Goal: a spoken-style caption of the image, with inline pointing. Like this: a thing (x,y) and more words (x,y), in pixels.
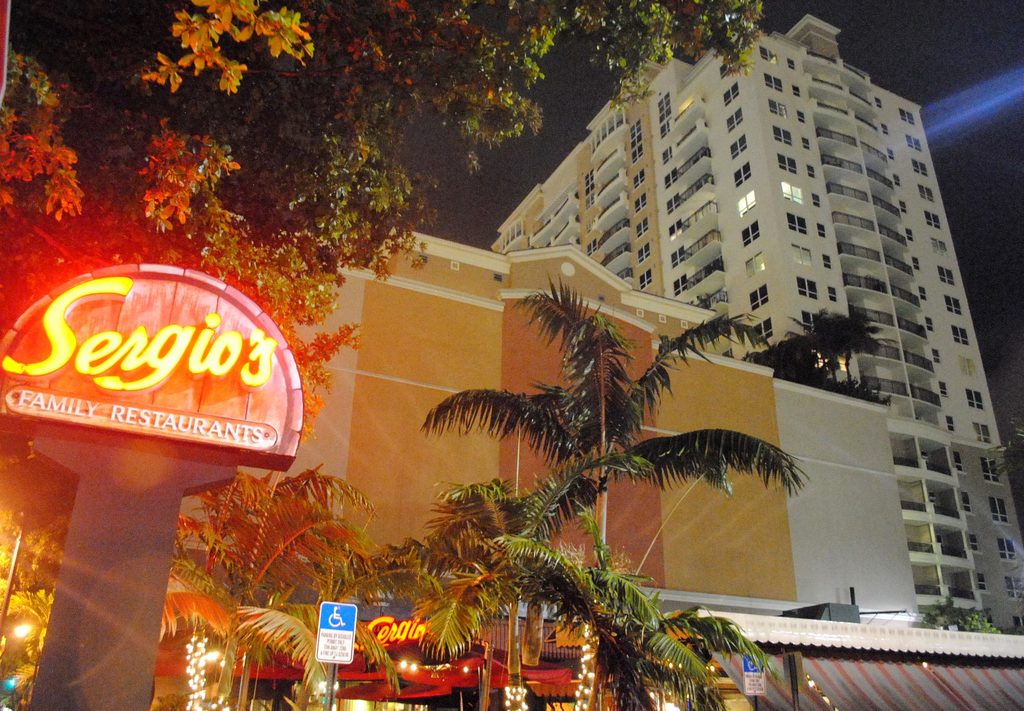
Here we can see trees (245,571), poles (162,575), boards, lights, and buildings (628,308). There is a dark background (432,175).
